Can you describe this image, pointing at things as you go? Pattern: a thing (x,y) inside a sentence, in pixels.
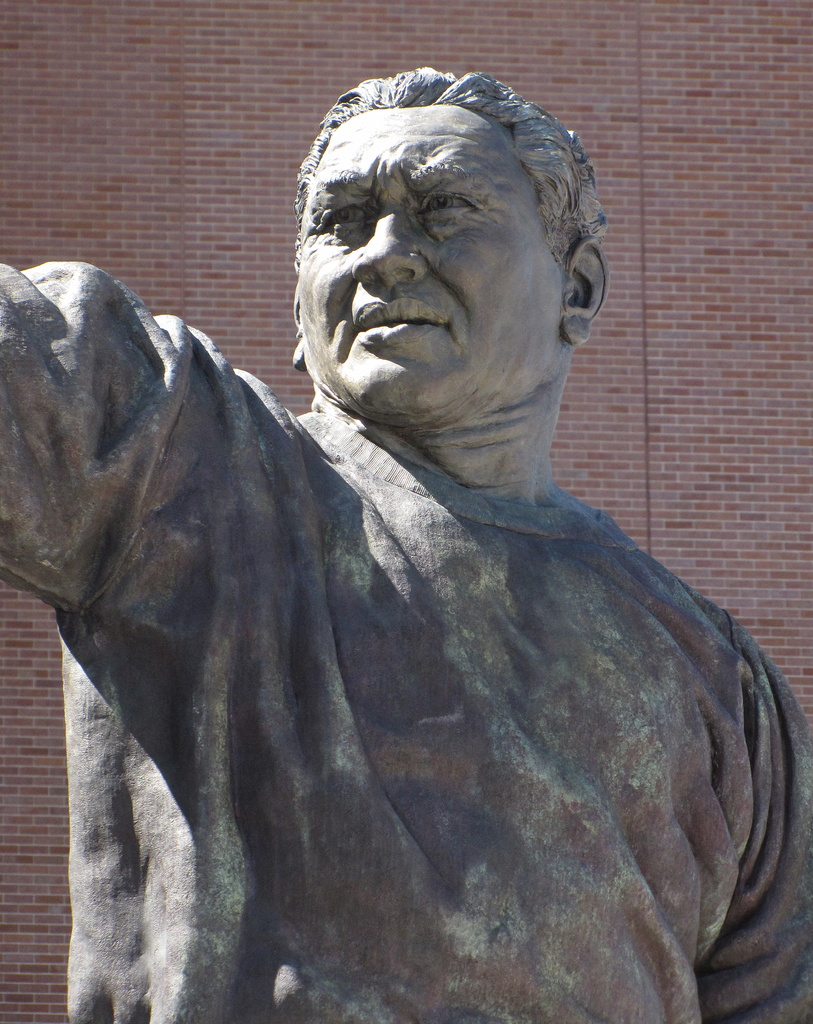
In this image we can see a statue (382,511), behind brick wall (273,119) is there.
